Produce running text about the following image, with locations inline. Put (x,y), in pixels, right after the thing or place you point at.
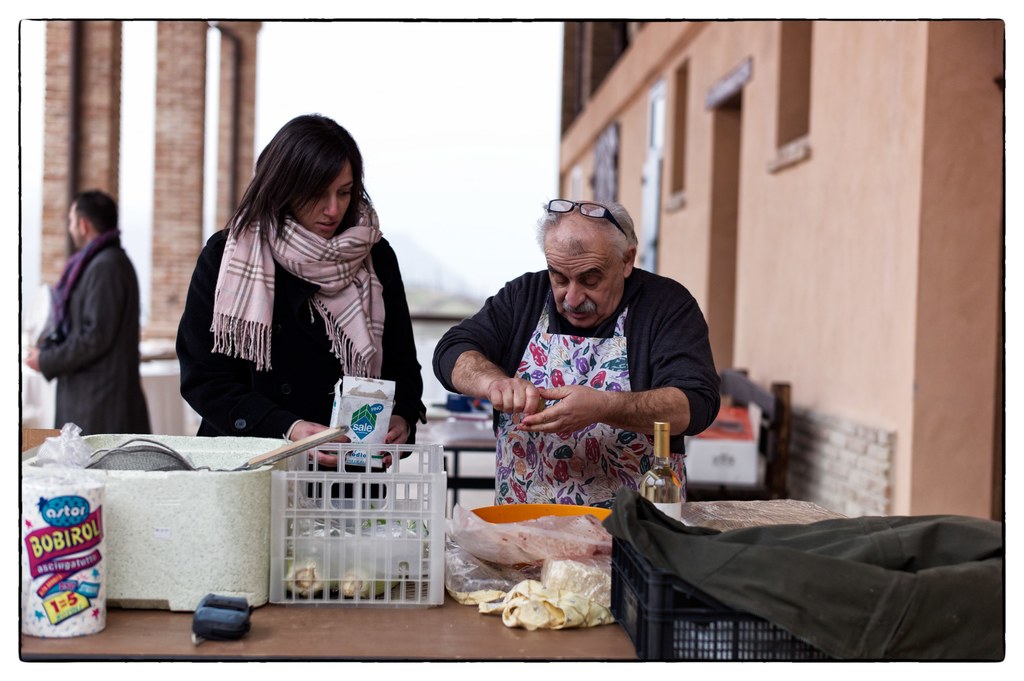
This 2 persons (397,378) are standing. In-front of this 2 persons (579,479) there is a table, on a table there is a container (194,556), basket (353,515) and bowl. This woman (294,381) is holding a box (358,413) and wore scarf (365,301). This man (604,294) wore spectacles (590,203). This are pillars (83,123). Far there is man (64,340) in black jacket (68,315) wore scarf (79,269). This is a building (782,267). On this table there is a bottle (671,515) and basket (704,627) also.
